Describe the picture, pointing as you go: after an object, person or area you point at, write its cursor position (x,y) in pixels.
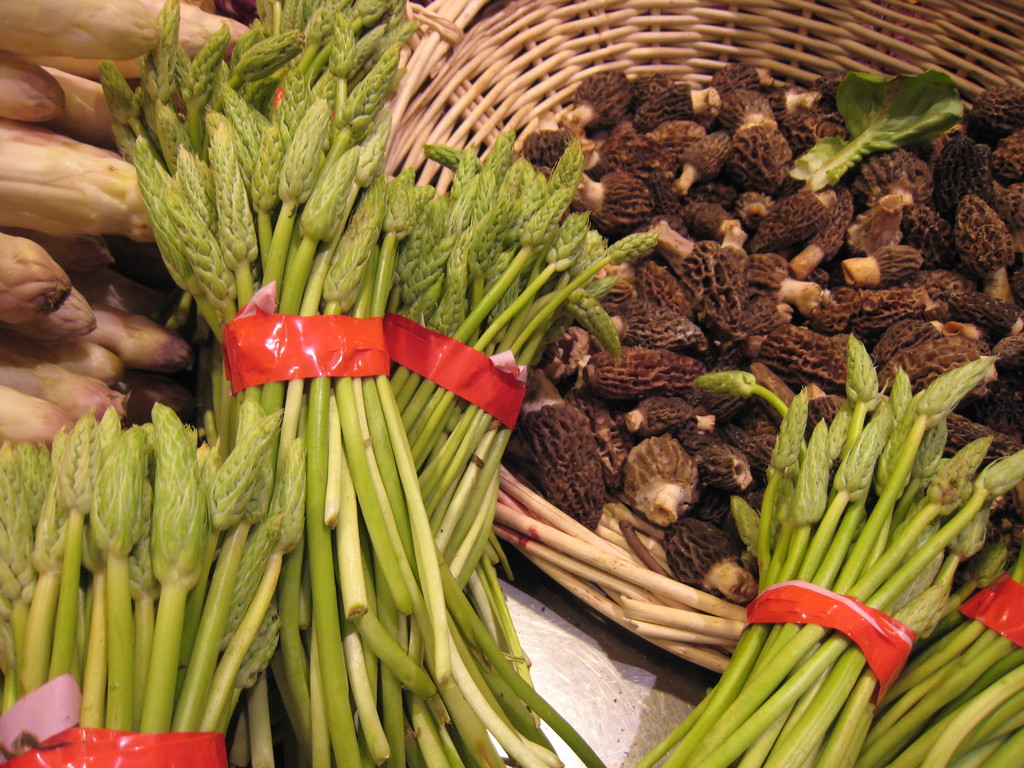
In this picture we can see some leafy vegetables (237,144) present in the front (469,572), on the right side (696,78) there is a basket (630,70), we can see some vegetables (856,275) present in the basket (595,64).
